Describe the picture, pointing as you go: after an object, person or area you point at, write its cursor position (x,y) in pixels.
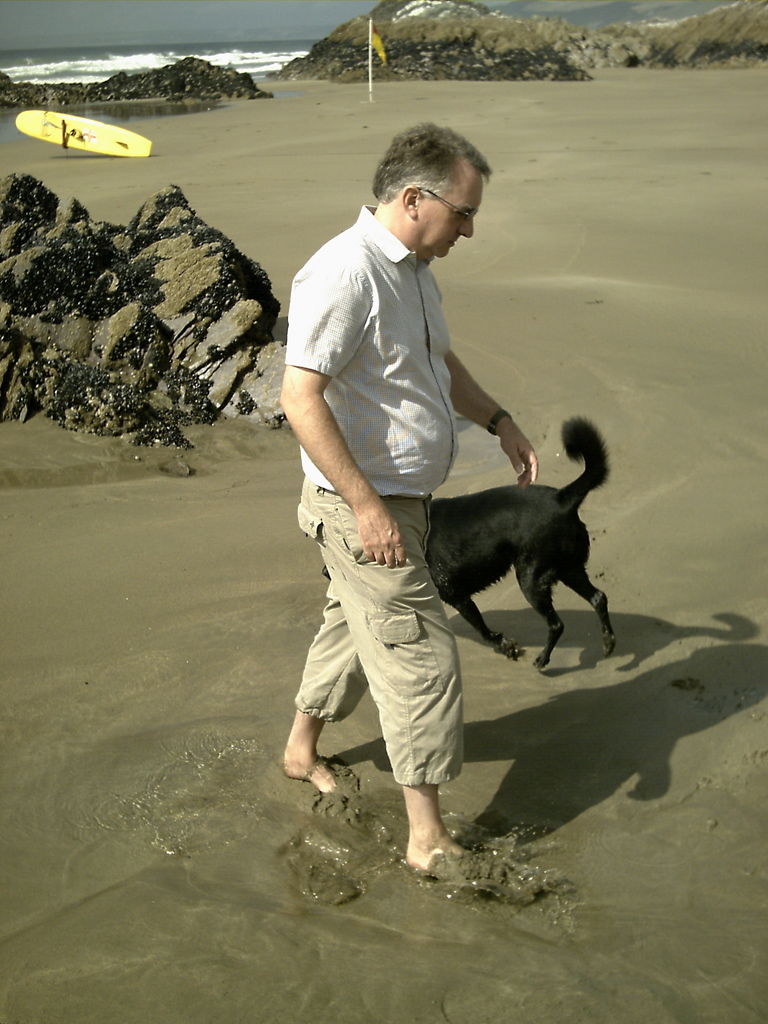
Here we can see a man (399,194), dog (456,590), rocks (134,371), flag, and a surfboard (104,145). In the background (252,48) we can see water (284,48) and sky (145,6).
